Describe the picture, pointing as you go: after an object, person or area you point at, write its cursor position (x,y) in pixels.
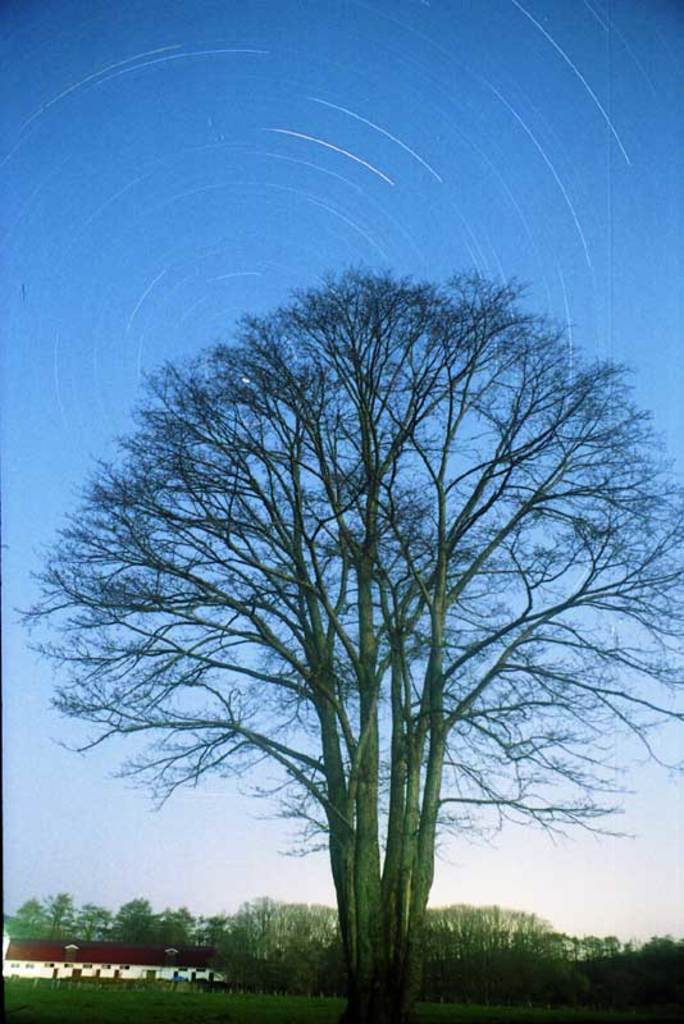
In this image, we can see some trees (433,936). There is a shelter house (107,952) in the bottom left of the image (83,950). In the background of the image (117,240), there is a sky (457,106).
